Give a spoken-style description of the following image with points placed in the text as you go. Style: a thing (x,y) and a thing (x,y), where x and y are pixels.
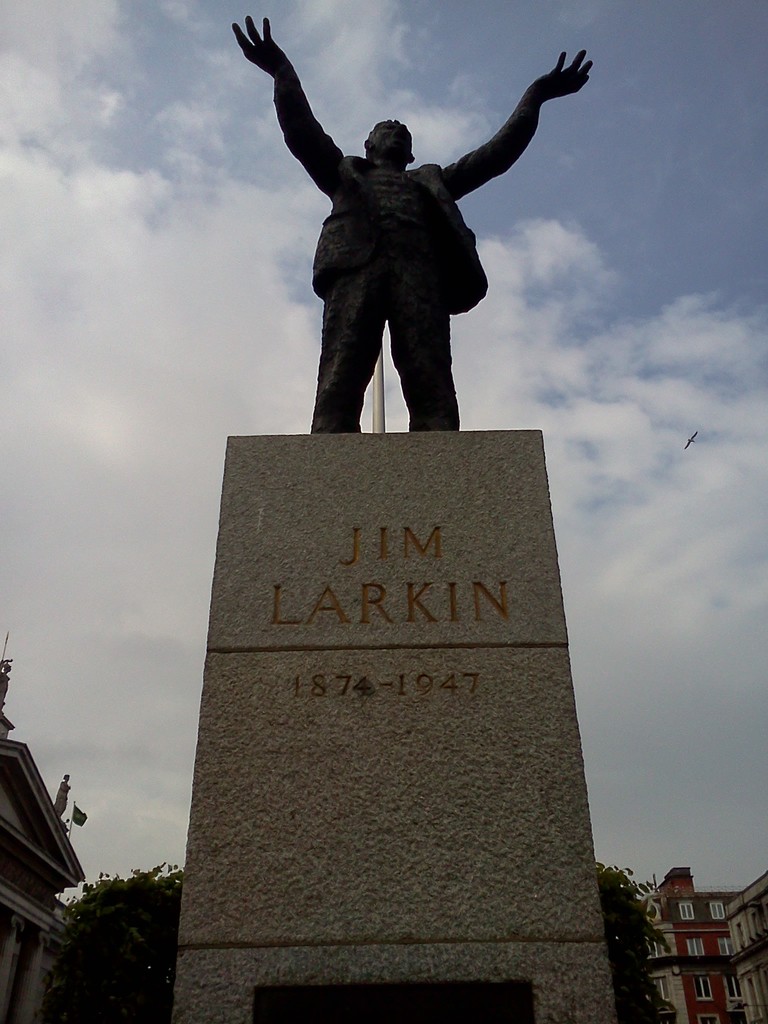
In this picture we can see a sculpture (345,399) named JIM LARKIN. This is the stone (465,899) and there is a building (732,916) on the background (693,938). This is the tree (133,899) and there is a sky (685,206) with heavy clouds (700,707).
